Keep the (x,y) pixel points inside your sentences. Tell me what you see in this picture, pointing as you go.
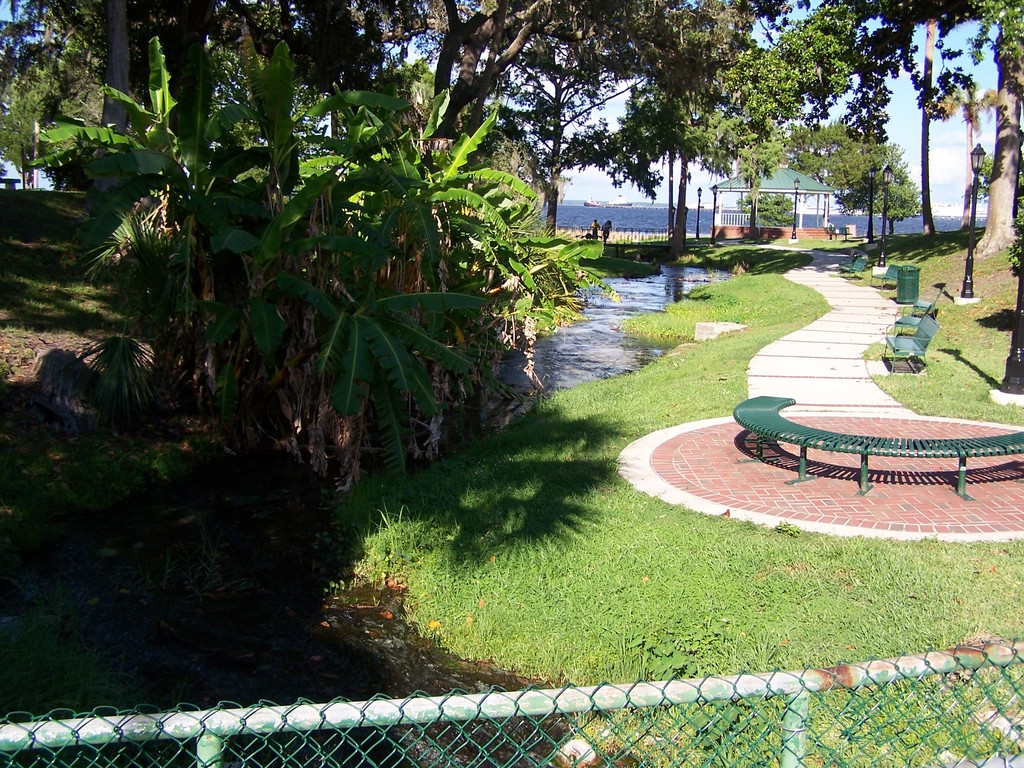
This image consists of many trees (328,280). At the bottom (602,586), there is green grass (359,533) and water (154,658). On the right (813,486), we can see a path (860,289) and a bench (995,454) made up of metal (953,456). In the background (785,190), we can see a shed (785,190). At the bottom (464,737), there is a fencing (253,734).
